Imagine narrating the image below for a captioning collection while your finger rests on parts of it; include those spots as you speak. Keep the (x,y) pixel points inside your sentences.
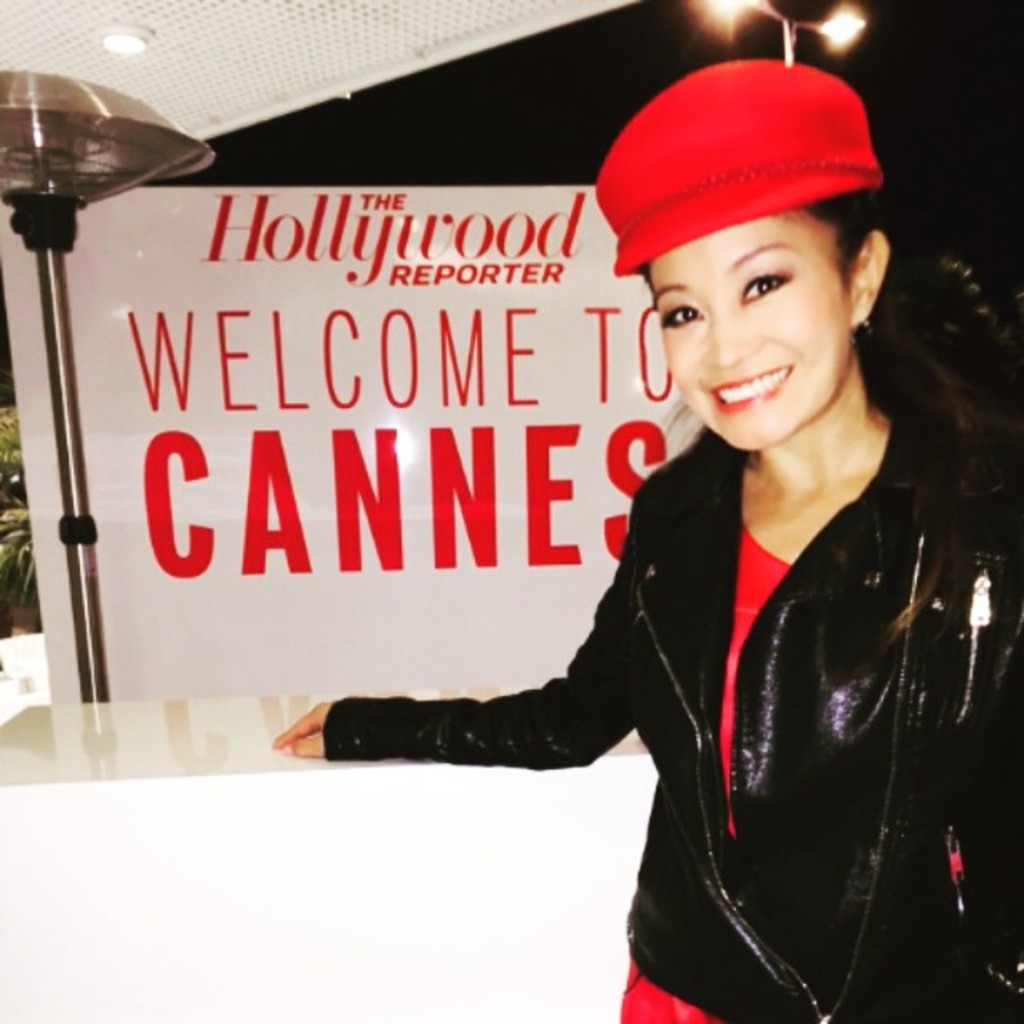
On the right side of the image (794,688) we can see woman (684,682) standing at the table (577,850). In the background (555,527) we can see an advertisement (213,386), light (794,29) and street light (794,29).
